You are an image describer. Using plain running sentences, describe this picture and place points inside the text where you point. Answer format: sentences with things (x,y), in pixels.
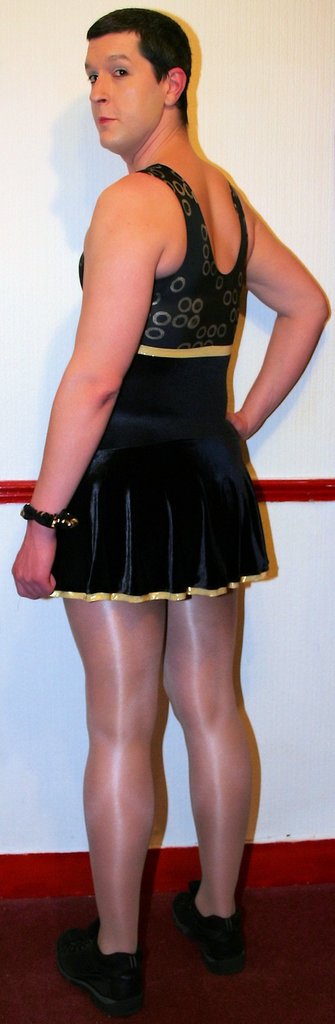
In this image we can see a person (110,838) is standing on red color carpet (224,1005) and wearing black color dress (148,509). Background of the image (22,157) white color wall (17,415) is there.
